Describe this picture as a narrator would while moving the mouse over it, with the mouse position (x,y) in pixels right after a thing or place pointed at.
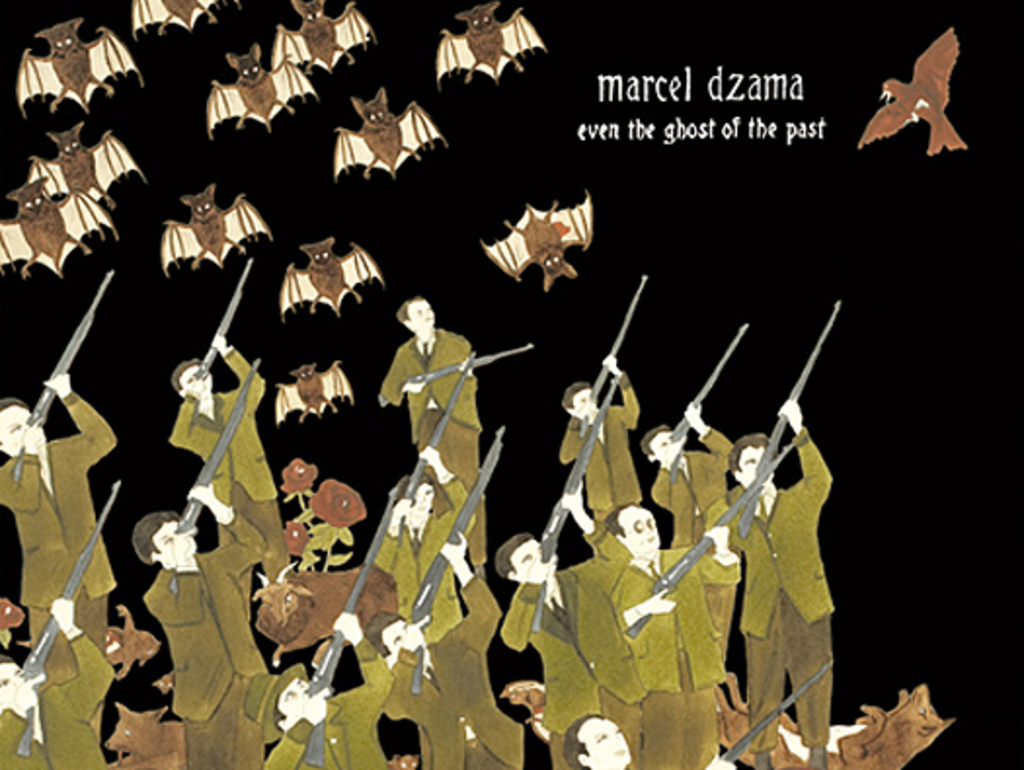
In the image we can see this is an animated picture. There are people (512,640) wearing clothes (467,636) and holding a rifle (430,615) in hand (60,606). There are many bats (211,243) and this is a text (680,136).
